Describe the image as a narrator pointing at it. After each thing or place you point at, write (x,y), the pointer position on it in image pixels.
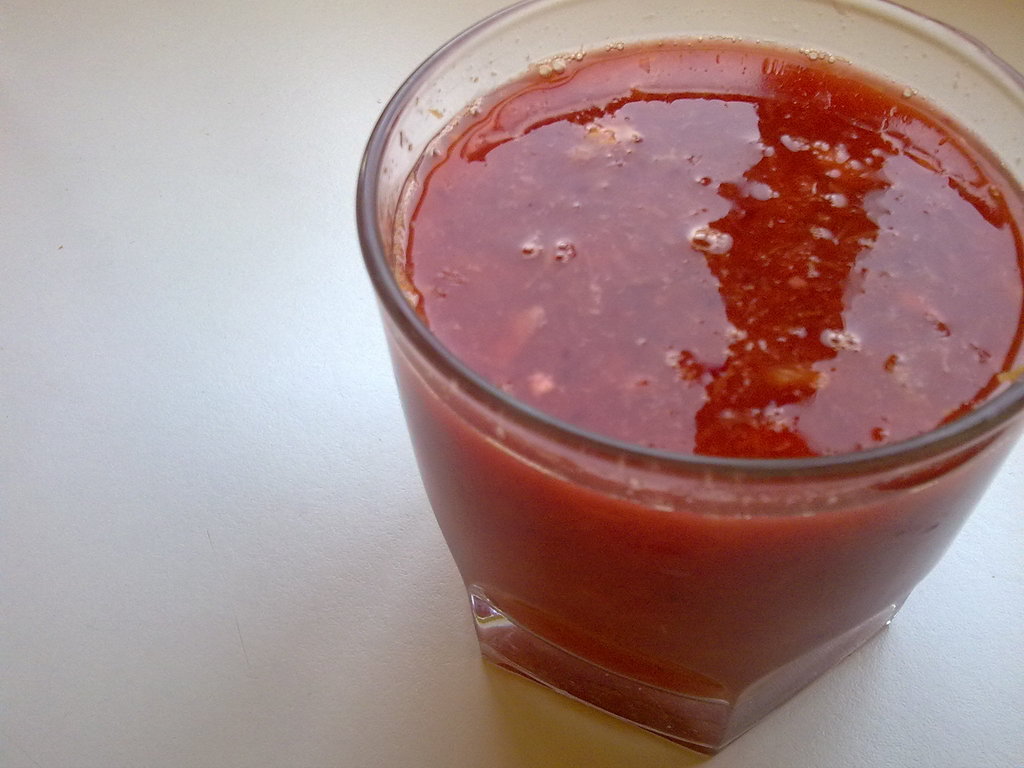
In this image I can see a glass (742,654) and in it I can see red colour thing (573,156).
